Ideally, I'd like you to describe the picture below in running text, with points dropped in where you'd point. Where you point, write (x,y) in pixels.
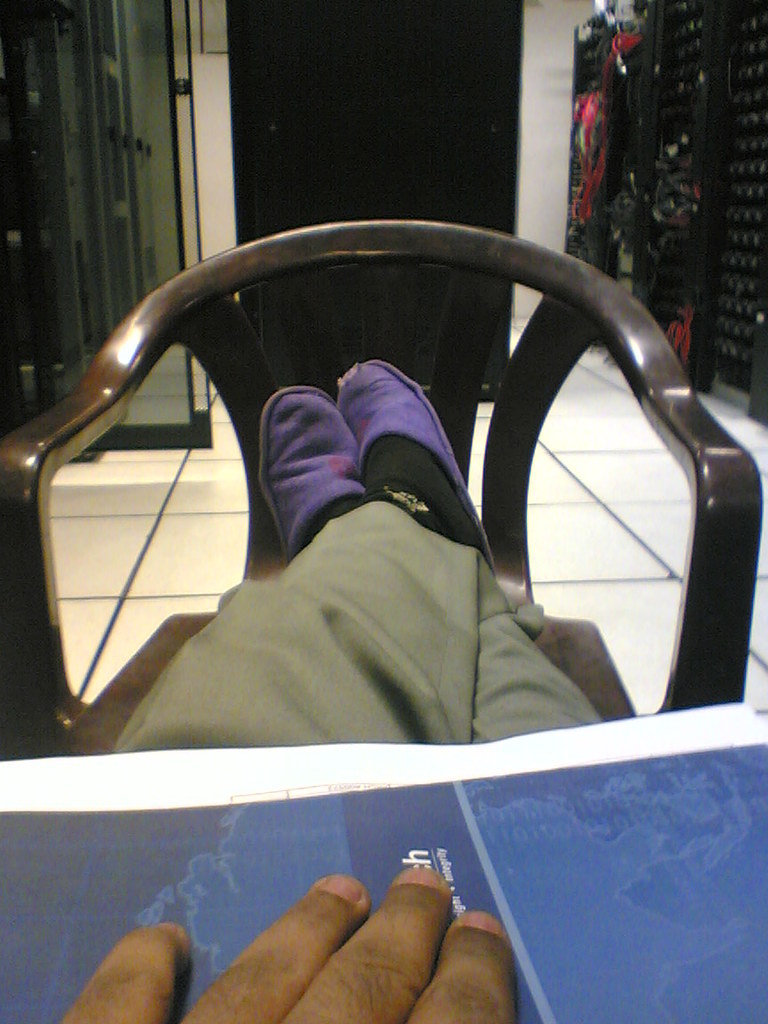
In the picture we can see a person legs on the chair (19,593) and on the legs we can see a booklet (560,892) with a person's hand finger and in the background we can see the wall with a door (291,131).
